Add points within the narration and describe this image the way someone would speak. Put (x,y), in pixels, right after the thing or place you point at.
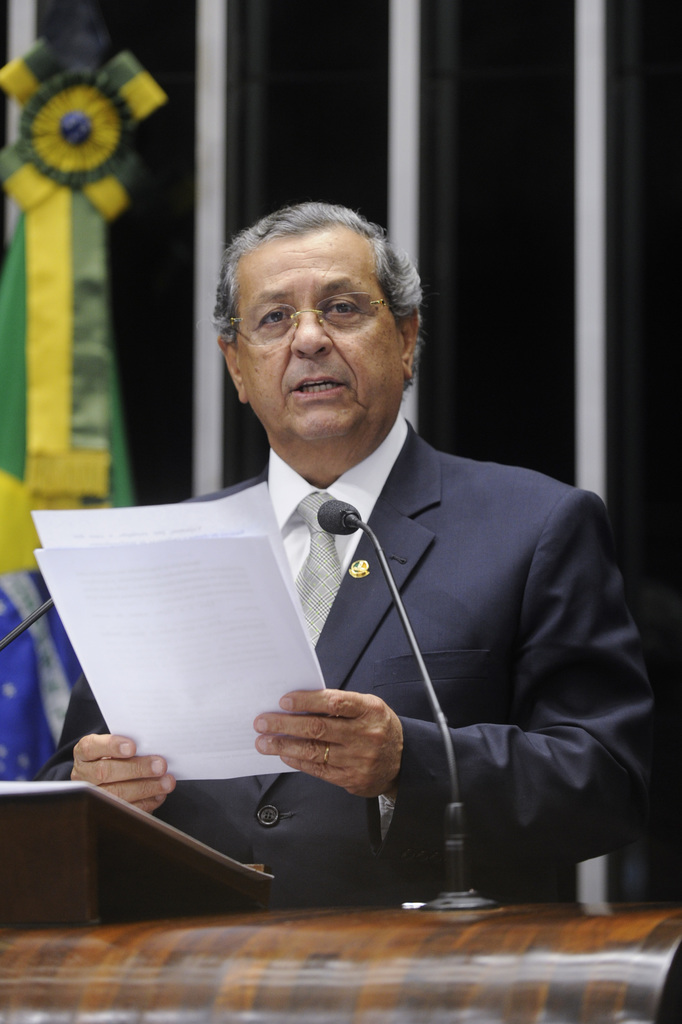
In the center of the image (286,396) there is a person (393,822) standing at the desk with the papers (89,635). In the background (50,650) there is a flag (50,650) and the wall (342,135).
